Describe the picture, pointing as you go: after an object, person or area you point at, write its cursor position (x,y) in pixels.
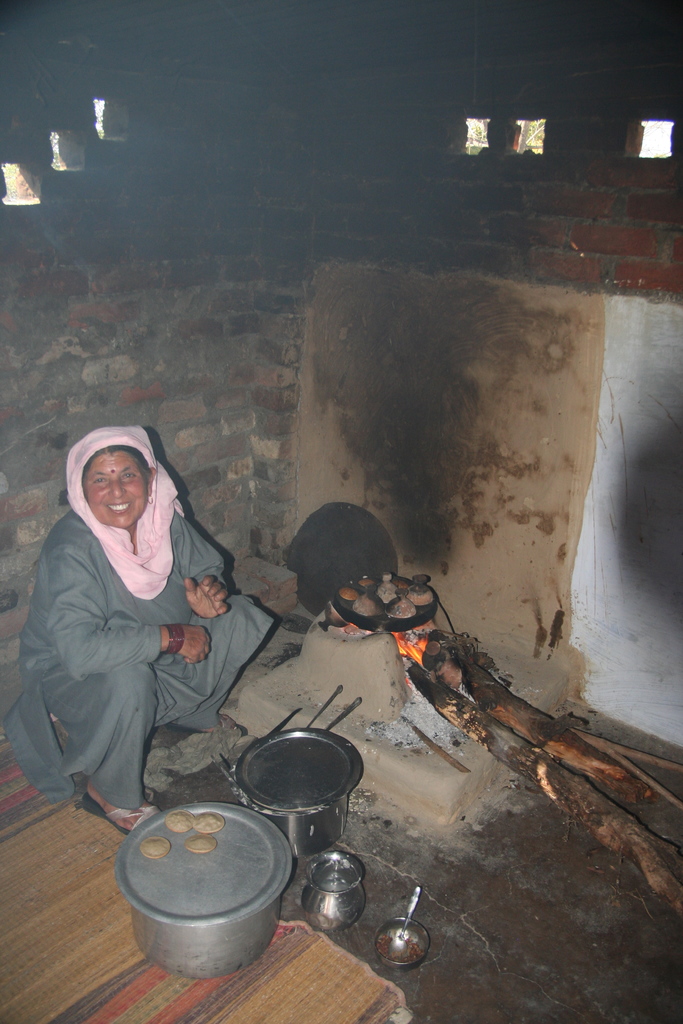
In this picture we can see a woman (141,600) is sitting, there is a wood stove (436,655), a pan (413,623) and some food (411,610) in the middle (394,601), there are bowls (326,817) at the bottom (292,813), in the background (285,432) there is a wall (286,204).
